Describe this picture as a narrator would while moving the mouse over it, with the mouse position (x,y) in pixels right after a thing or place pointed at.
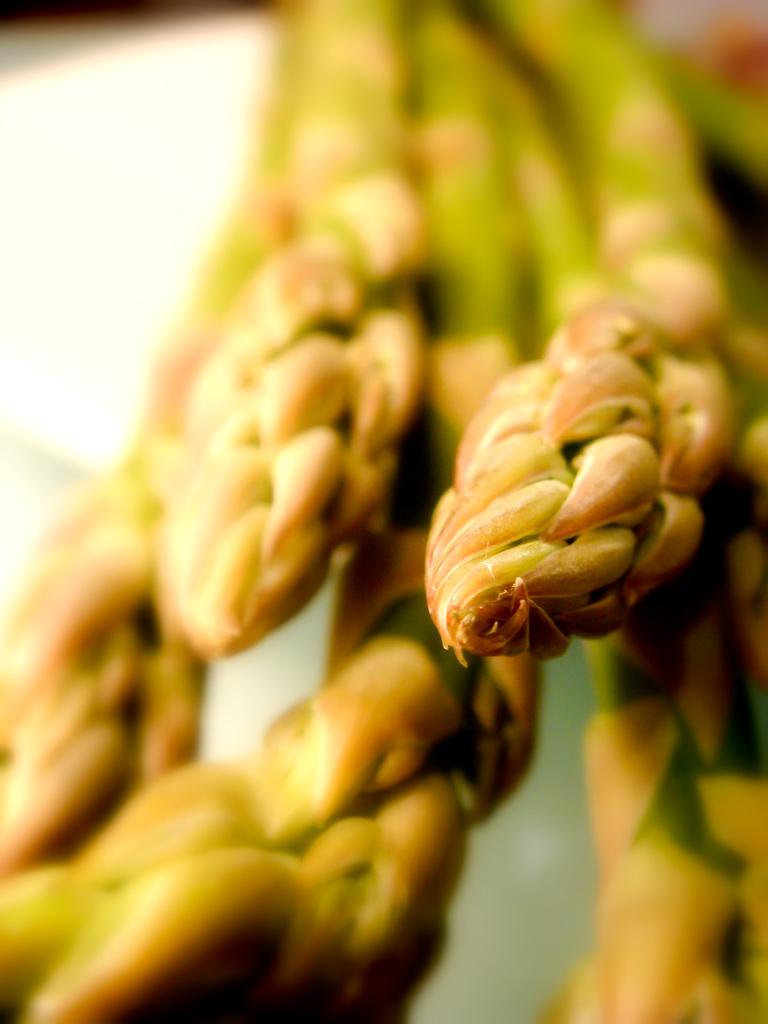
In this image there are asparagus tips (606,91), in the back (136,47) it is blurred.
